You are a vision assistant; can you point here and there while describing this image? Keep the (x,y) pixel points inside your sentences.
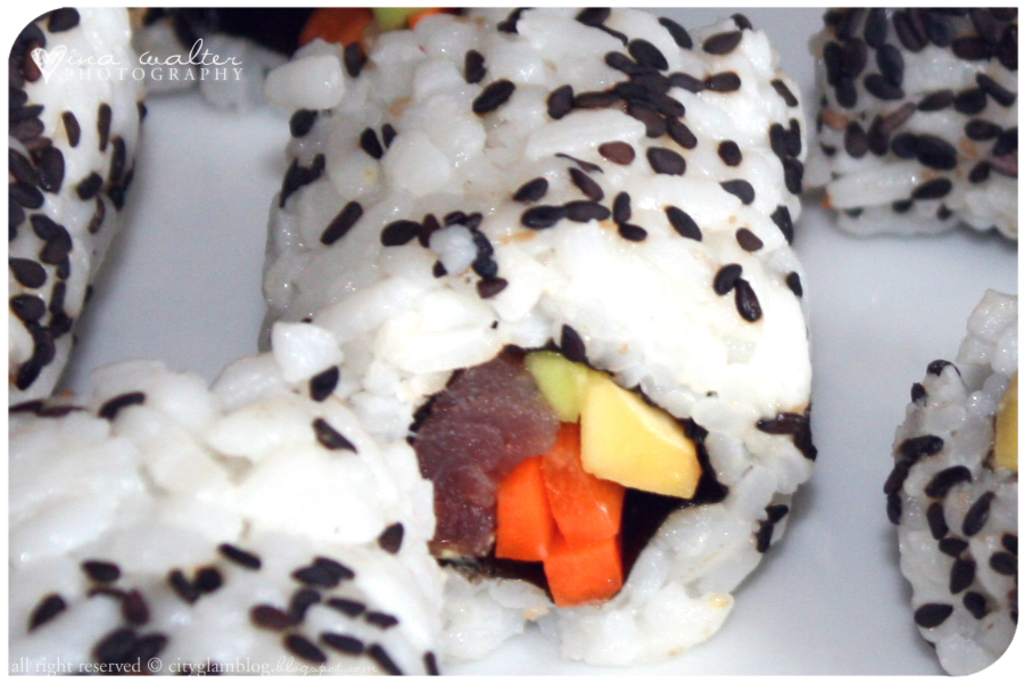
In this image, we can see a food item (599,305) on the plate (809,582).
